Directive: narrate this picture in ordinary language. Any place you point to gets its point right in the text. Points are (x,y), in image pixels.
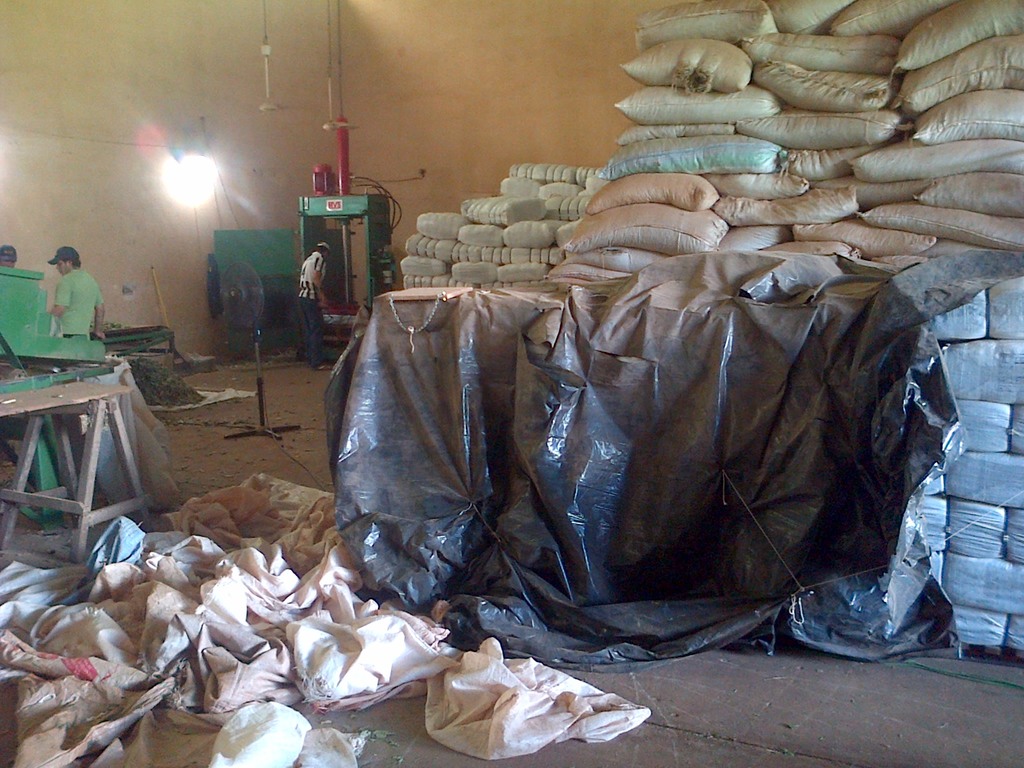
This is the picture of a room (477,494). On the right side of the image (1012,69) there are bags (553,255) and the bags (959,247) are covered with sheet (671,341). In the foreground (505,733) there are empty bags (300,725). At the back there are three persons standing and there are machines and there is a table (17,395) and fan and there is a light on the wall (208,115). At the bottom (866,688) there is a floor (835,726).
